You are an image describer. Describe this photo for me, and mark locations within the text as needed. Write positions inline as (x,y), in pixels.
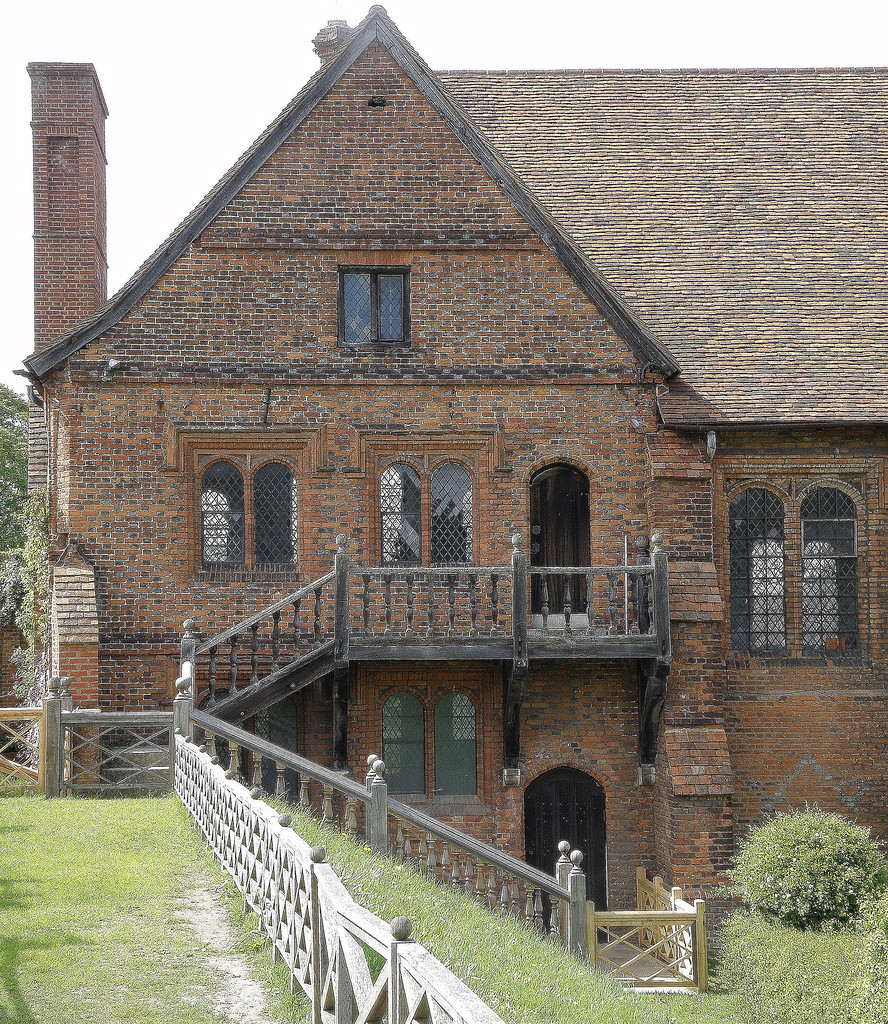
In this picture I can observe building (417,267) in the middle of the picture (375,574). In front of the building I can observe some grass (448,925) on the ground (434,927). In the bottom of the picture (370,931) I can observe railing (348,954). In the background (199,129) there is sky (507,24).
